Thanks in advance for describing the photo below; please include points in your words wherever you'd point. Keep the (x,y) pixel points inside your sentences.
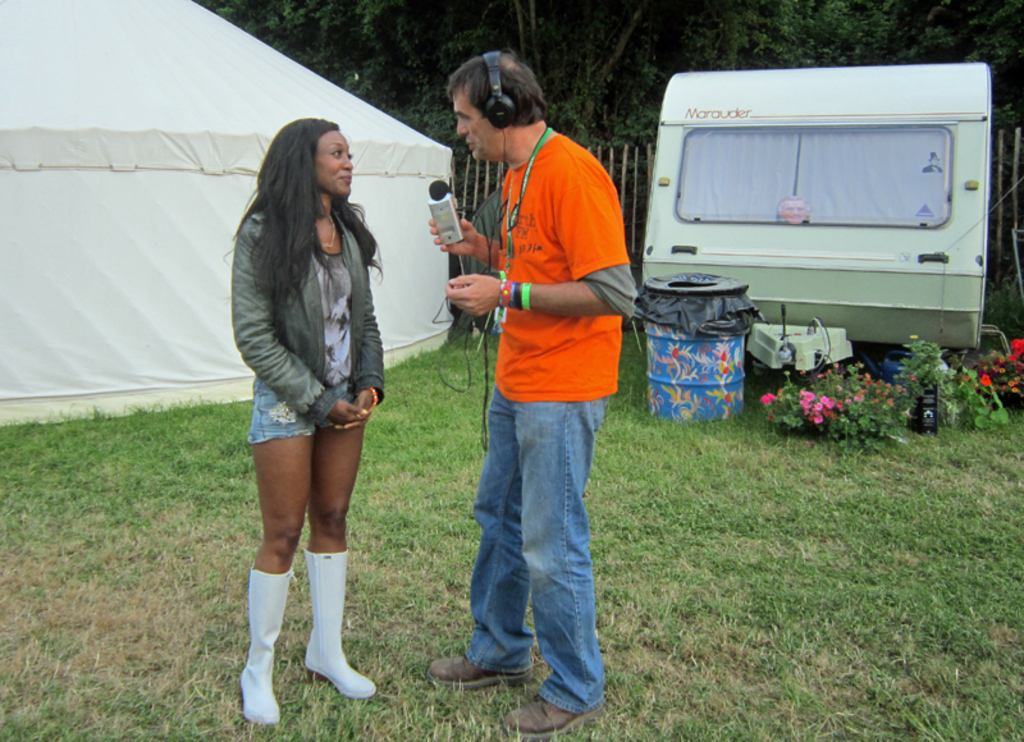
In this image I can see in the middle (355,366) a woman (346,383) is standing and smiling, beside her a man (580,310) is standing, he wore orange color t-shirt (560,317), black color headset (496,55) and he is holding a microphone (449,233) in his hand (471,230). On the left side (146,229) there is the tent house (130,210), on the right side (861,108) there is an iron thing (871,287).
